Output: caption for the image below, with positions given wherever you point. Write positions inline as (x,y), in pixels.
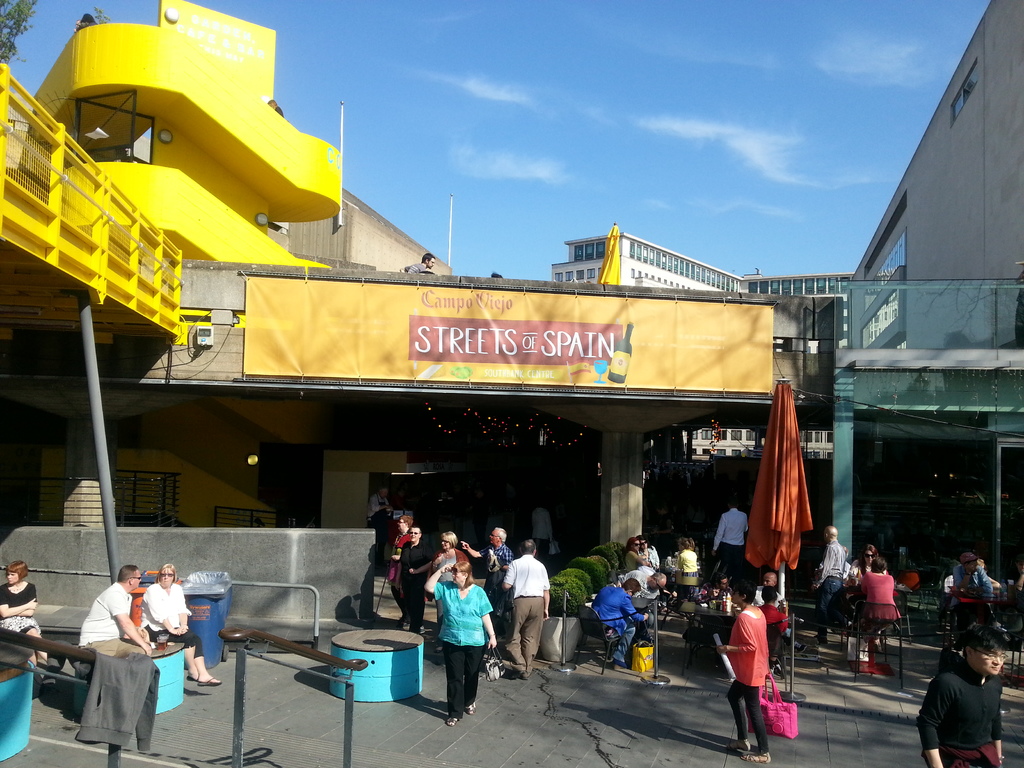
This picture is clicked in the city. In this picture, we see people (734,629) are standing and some of them are sitting. We see the blue color tables (371,668). At the bottom (250,649), we see the railing (358,666). In the middle of the picture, we see the people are sitting on the chairs (701,627). In front of them, we see a table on which many objects (722,605) are placed. Behind that, we see a pole (784,575) and a cloth (751,534) in orange color. In the background (823,360), we see the buildings (432,403). We see a banner (300,282) in yellow color with some text (580,355) written on it. Beside that, we see a yellow color umbrella (607,260). On the left side (249,177), we see a tree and a building (176,233) in yellow color. At the top (420,138), we see the sky (561,140).
